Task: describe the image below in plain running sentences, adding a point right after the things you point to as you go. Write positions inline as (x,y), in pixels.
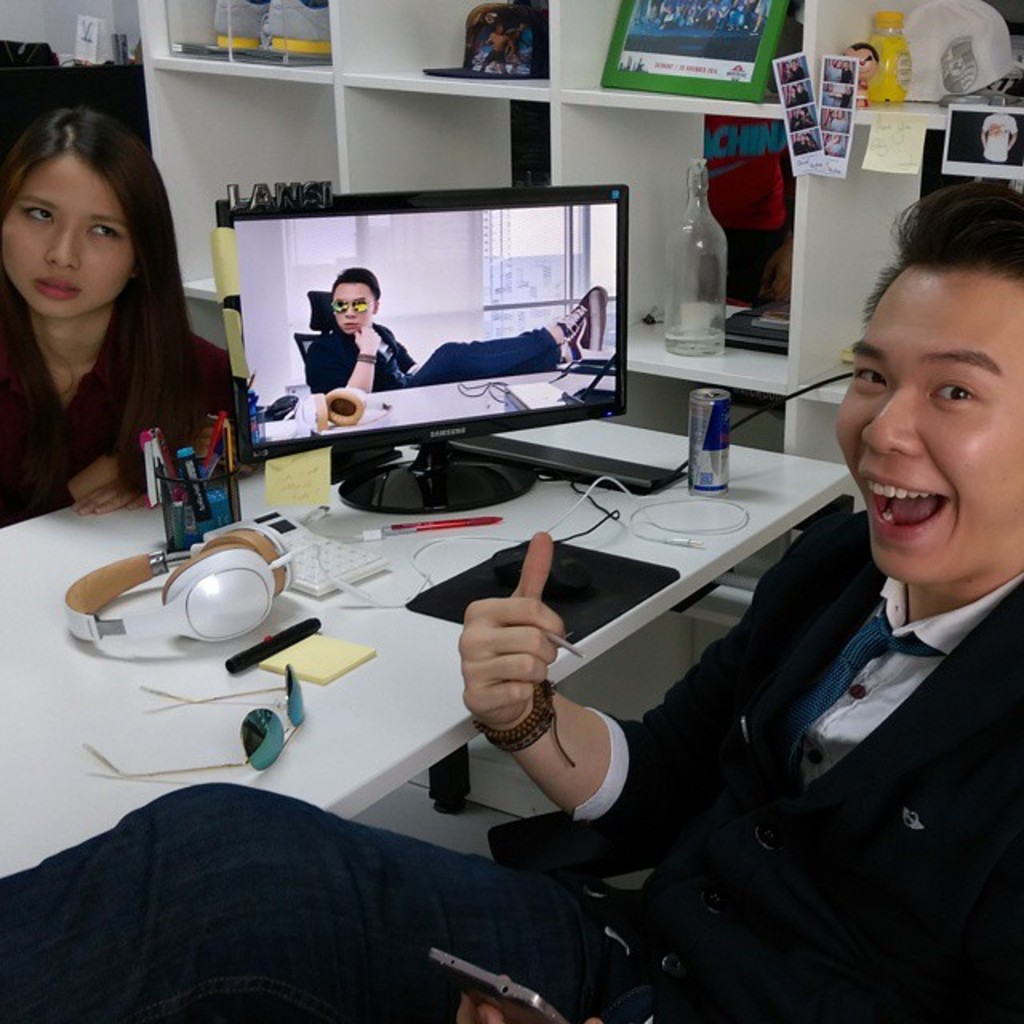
The person (818,781) wearing black suit (818,865) is sitting in a chair (603,896) and holding a mobile phone (489,976) and there is a table (397,600) in front of him which has goggles (296,687), head set (248,569), a desktop (433,381) on it and there is a women (79,329) in the left corner (72,355).
